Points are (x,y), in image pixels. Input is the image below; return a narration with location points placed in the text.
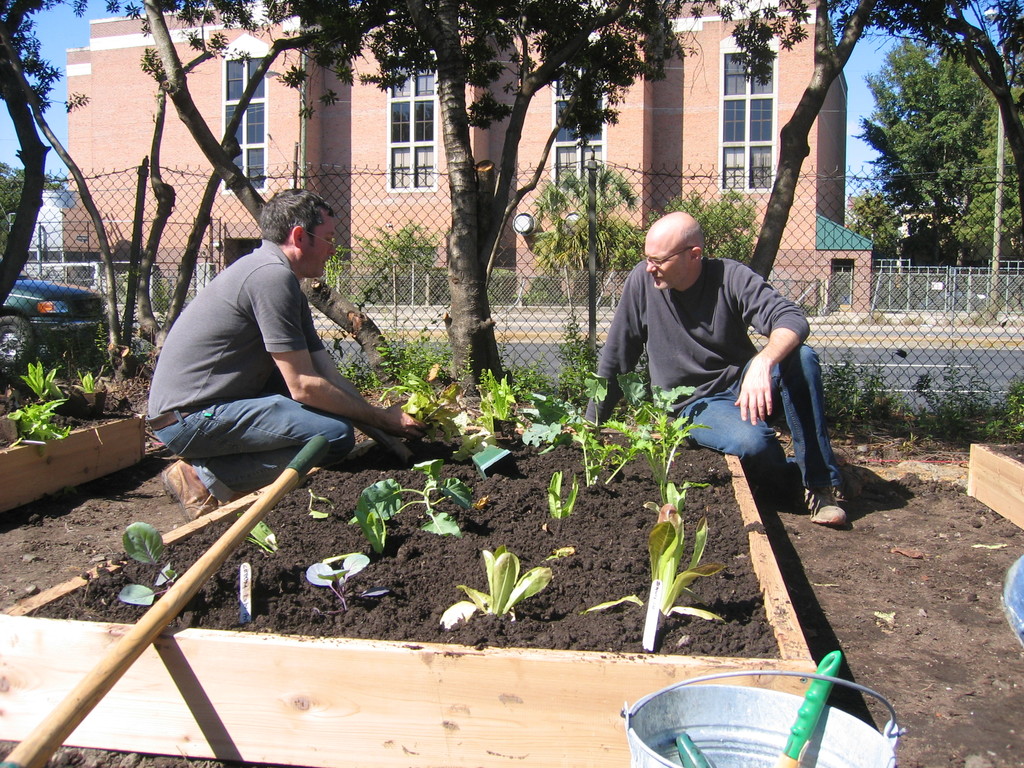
In this image there is a building (401,149) truncated towards the top of the image (731,54), there are windows (751,118), there are plants (609,261), there are trees (938,135) truncated towards the right of the image (956,115), there are trees (338,39) truncated towards the top of the image (286,49), there is a car (53,321) truncated towards the left of the image (62,310), there is the road (869,363), there are two persons (285,298), there is soil (493,520), there are plants (369,528) in the soil (454,577), there are objects (442,713) truncated towards the bottom of the image (98,692), there are objects (1007,504) truncated towards the right of the image (1010,517).
